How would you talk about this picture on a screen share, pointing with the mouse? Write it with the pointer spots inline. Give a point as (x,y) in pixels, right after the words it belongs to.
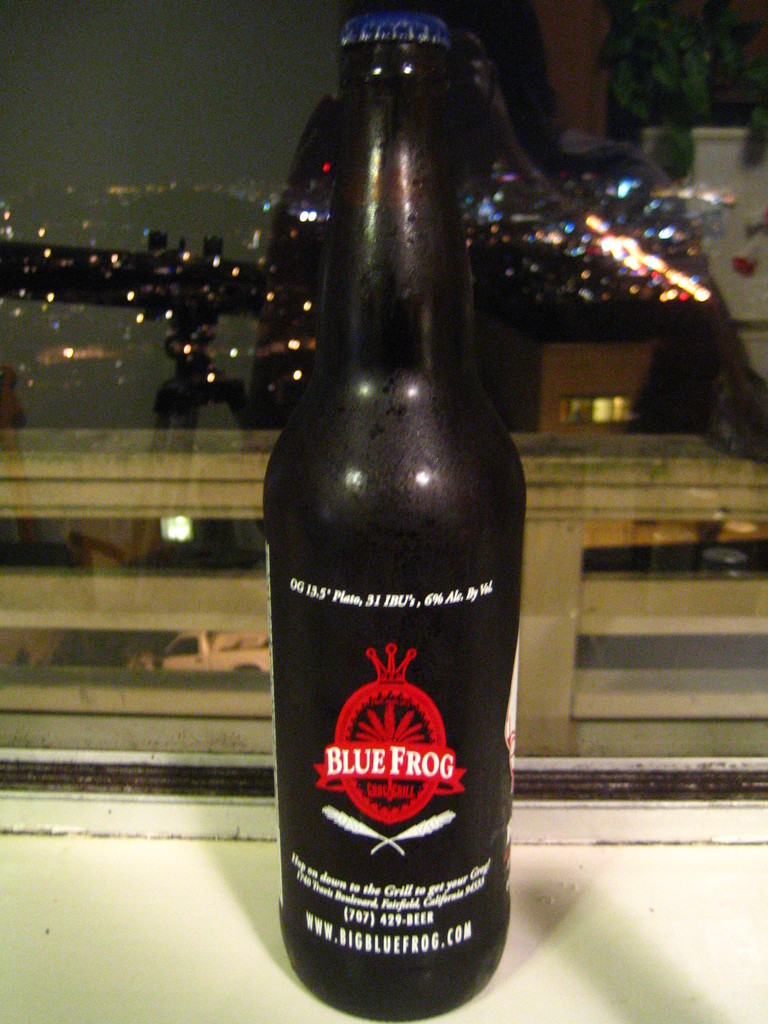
This black bottle (413,347) is highlighted in this picture. Far there are lights (662,297).
